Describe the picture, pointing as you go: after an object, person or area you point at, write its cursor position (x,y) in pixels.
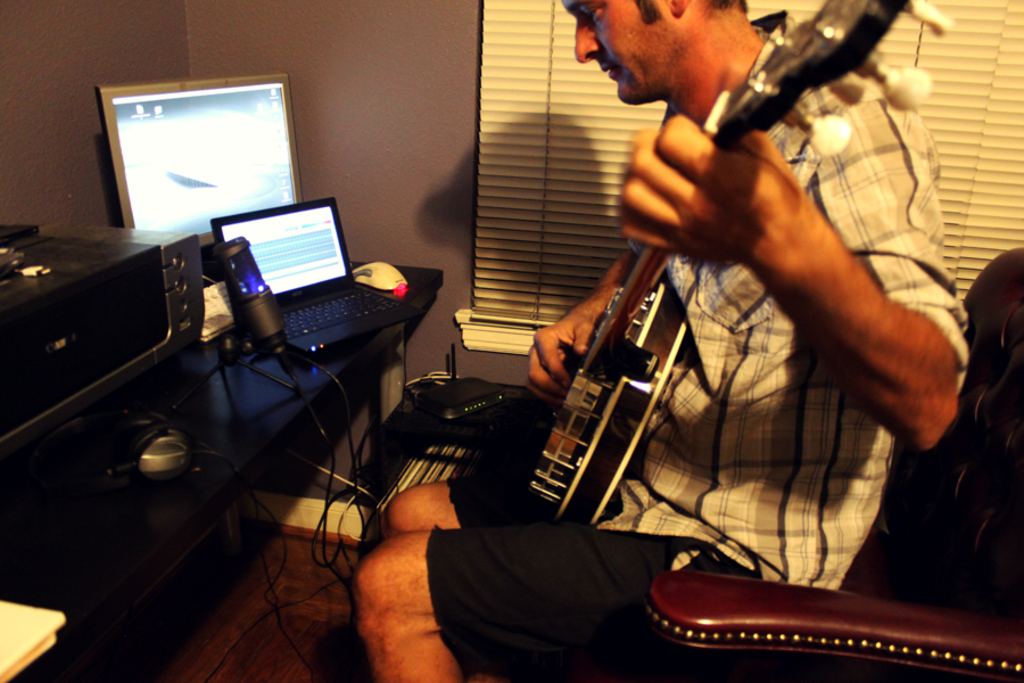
In the picture I can see a person (518,592) wearing shirt (733,266) is holding the banjo (627,440) and playing it and sitting on the chair (844,654) and is on the right side of the image (846,643). On the left side of the image (281,360) we can see laptop (288,310), monitor (254,113), mouse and few more objects (260,322) are placed on the table (105,513). In the background (952,128), I can see the window blinds (508,95) and the wall (314,28).
